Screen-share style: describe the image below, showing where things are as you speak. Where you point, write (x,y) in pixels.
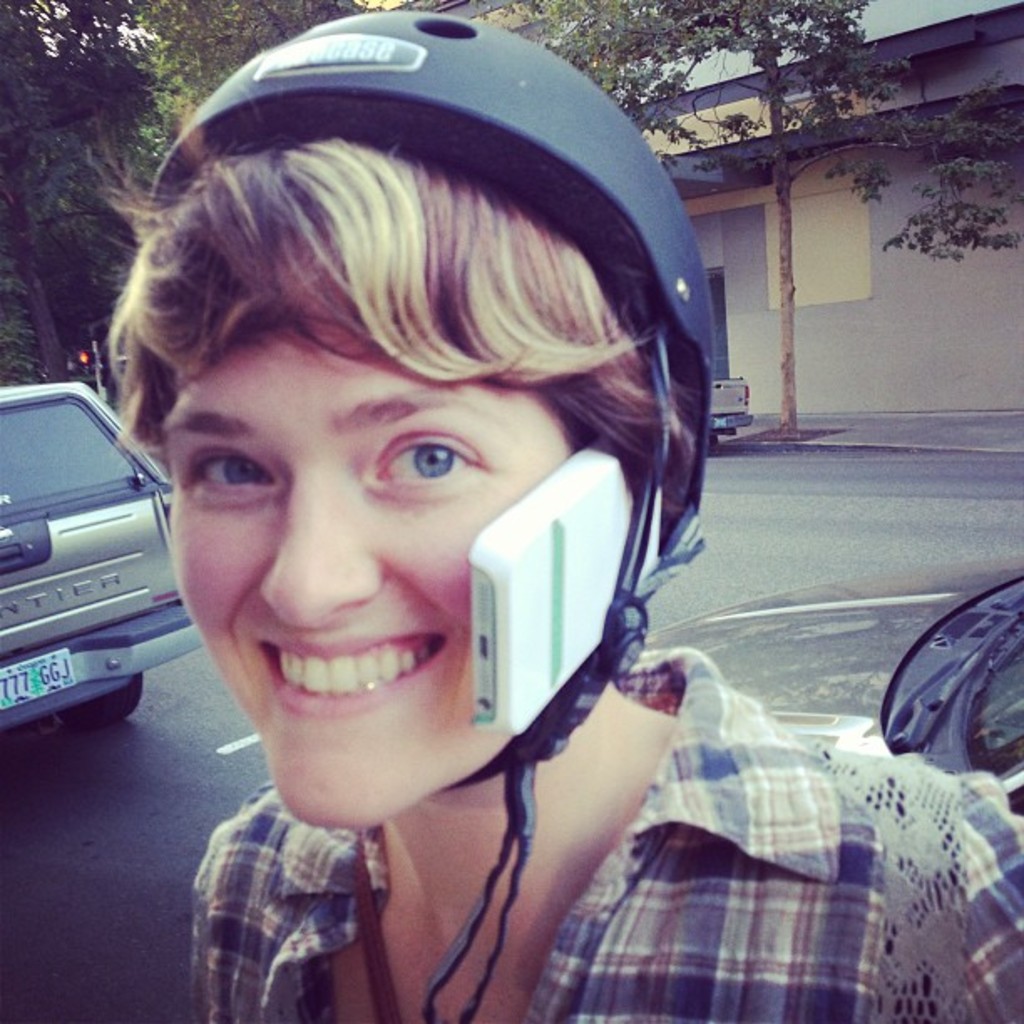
There is a person (232,270) wearing helmet (661,211) and holding a mobile (475,650) in the helmet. On the left side (121,524) there is a vehicle (67,517). In the back (773,559) there is a road (877,566), trees (884,142) and a building (898,267).
